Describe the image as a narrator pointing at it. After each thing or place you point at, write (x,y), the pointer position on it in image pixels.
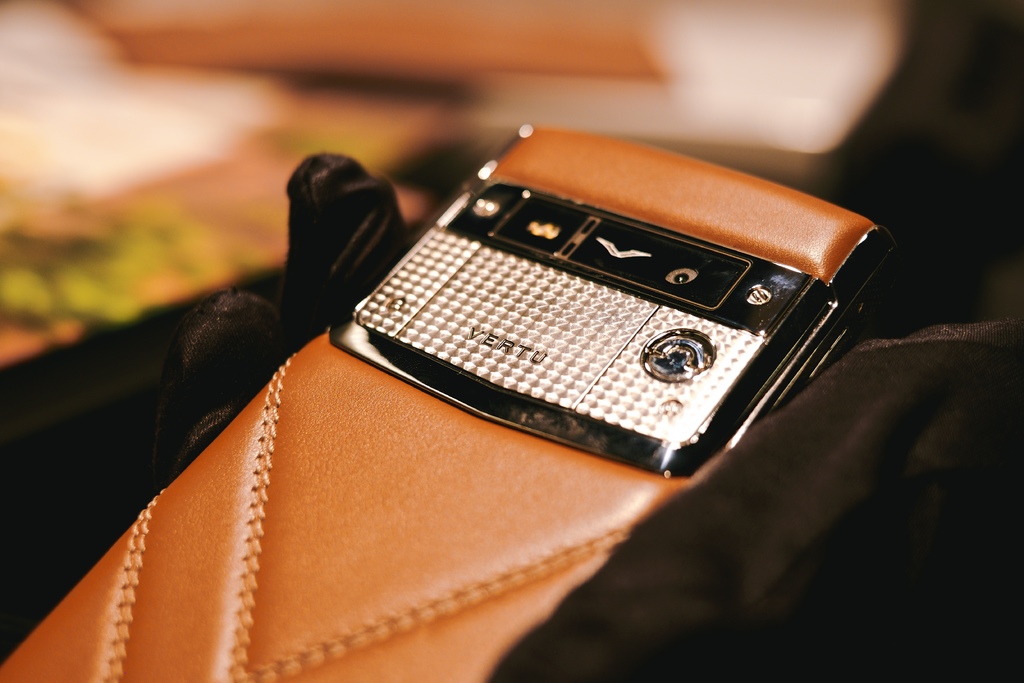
In this picture I can see a mobile (697,309) with leather back cover (468,625), on the black cloth (815,397), and there is blur background (134,166).
